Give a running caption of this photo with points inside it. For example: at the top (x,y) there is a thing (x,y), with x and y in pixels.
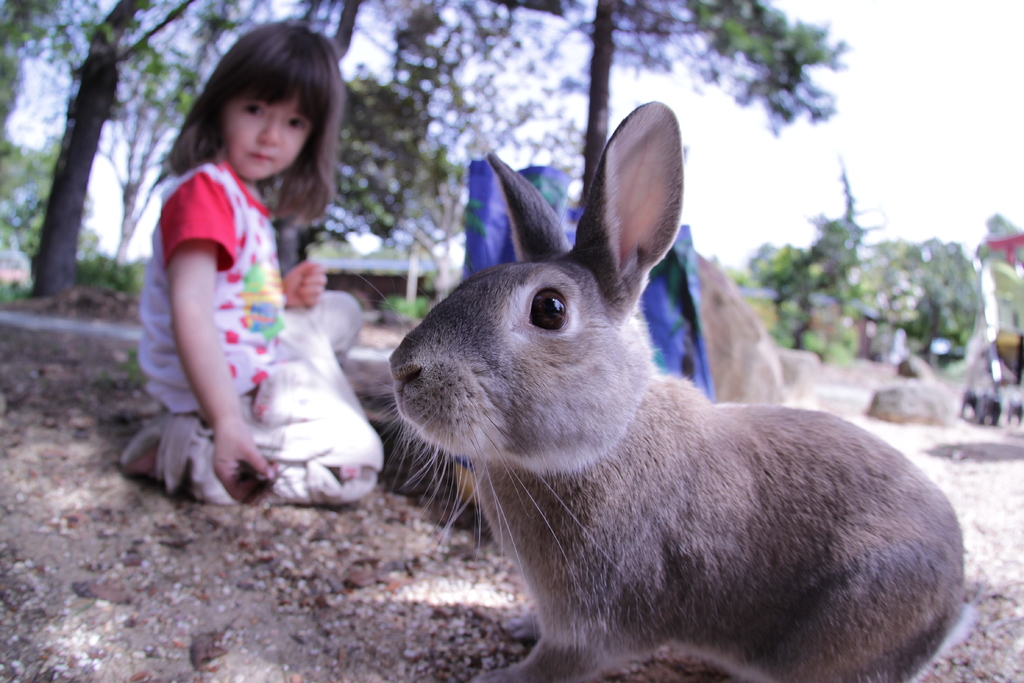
This image consists of a girl (175,450). In the front (788,572), there is a rabbit (725,515). In the background (95,6), there are many trees (653,8). At the bottom (268,589), there is ground (268,589).
